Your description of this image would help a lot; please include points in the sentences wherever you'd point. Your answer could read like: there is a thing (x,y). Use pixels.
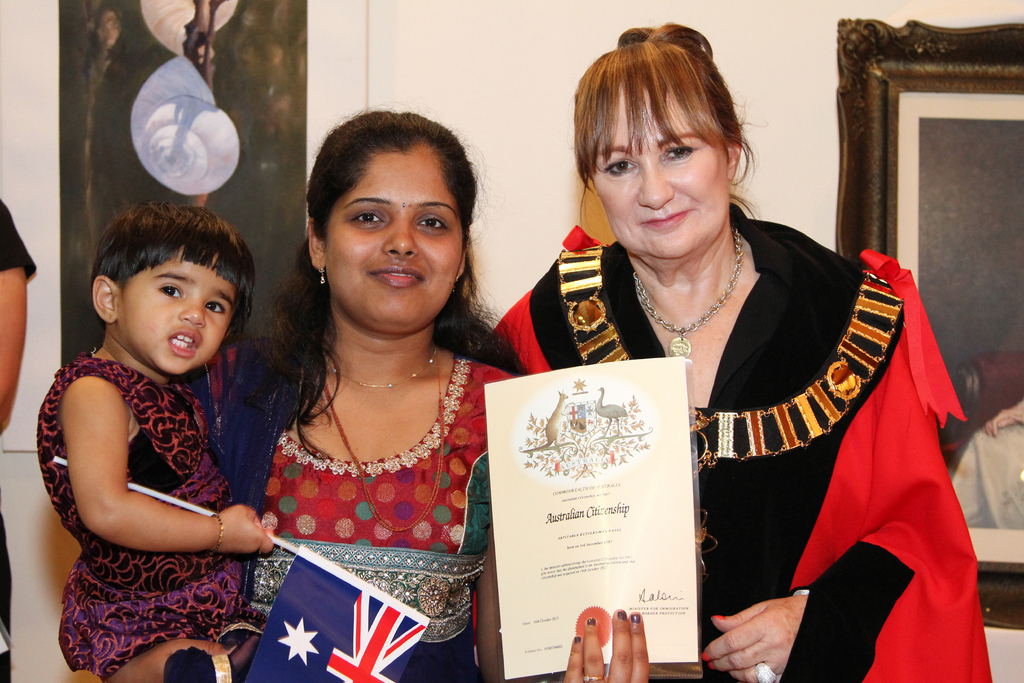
In the image we can see there are people (360,460) standing, they are wearing clothes (888,551) and this woman (329,370) is holding a certificate (564,593) in her hand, and the child (135,525) is holding a flag of the country (327,582). Behind them there is a wall (477,44) and frames (937,147) stick to the wall (834,108).
